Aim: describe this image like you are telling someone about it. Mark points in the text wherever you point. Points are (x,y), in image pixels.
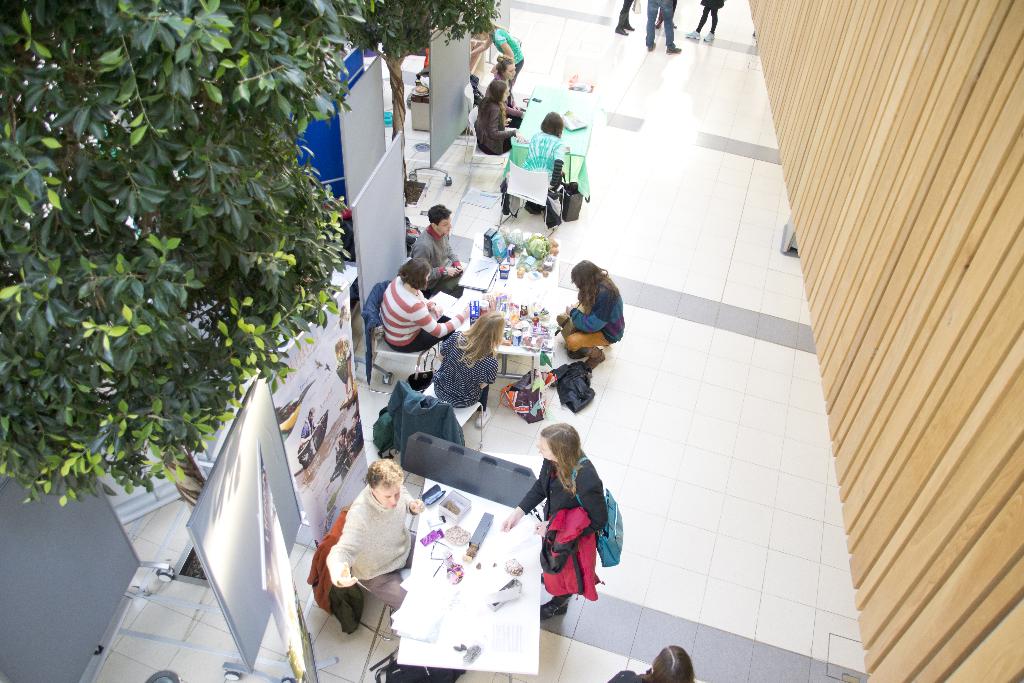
In the picture we can see group of people (392,606) sitting on chairs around tables (430,657) on which there are some objects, there are some trees (67,22) on left side of the picture (218,206) and on right side of the picture (855,238) there is a wall (893,339).
